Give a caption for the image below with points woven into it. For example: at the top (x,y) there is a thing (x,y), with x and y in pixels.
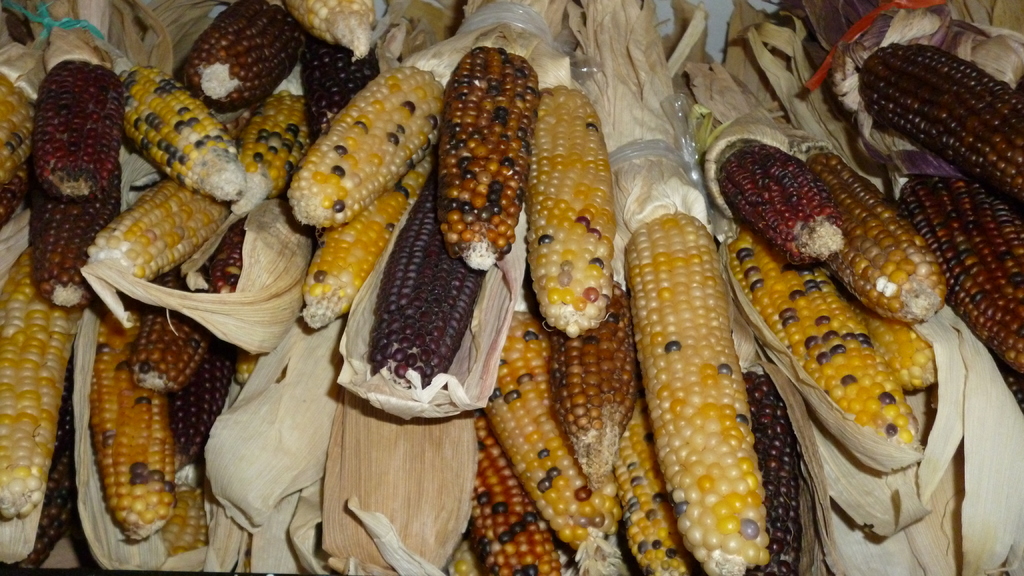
In this picture there are sweet corns (585,133) in different colors.
